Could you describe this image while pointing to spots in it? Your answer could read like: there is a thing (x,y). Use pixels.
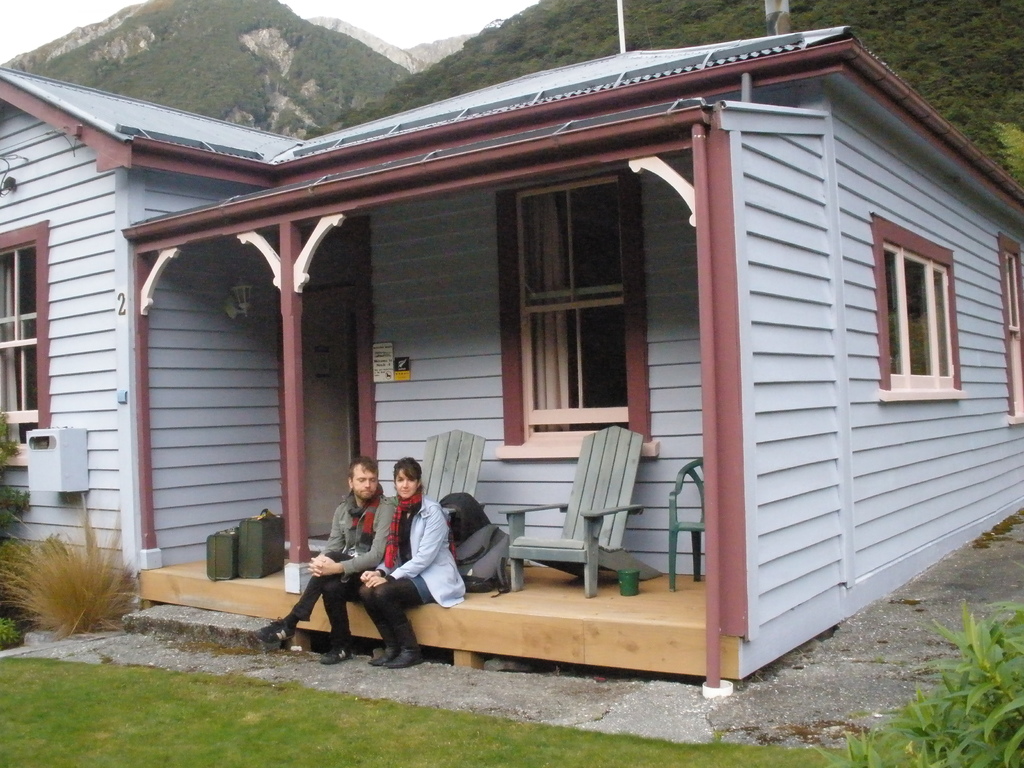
It is a house (594,328) outside the house (463,322), a woman (407,584) and a man (380,503) are sitting together to their left side there is a luggage (223,535), in front of them there is some grass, behind them there are two chairs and a window (544,319), in the background (280,32) there is a hill (270,28) and sky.
